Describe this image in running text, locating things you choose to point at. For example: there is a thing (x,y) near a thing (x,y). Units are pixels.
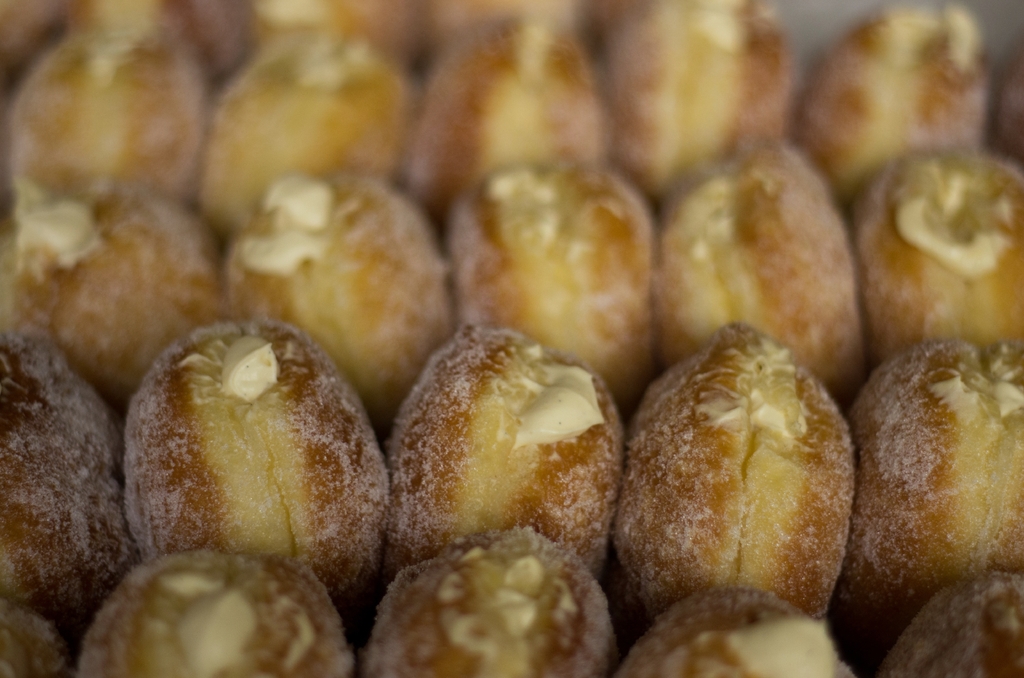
This image consist of food (479,338).
